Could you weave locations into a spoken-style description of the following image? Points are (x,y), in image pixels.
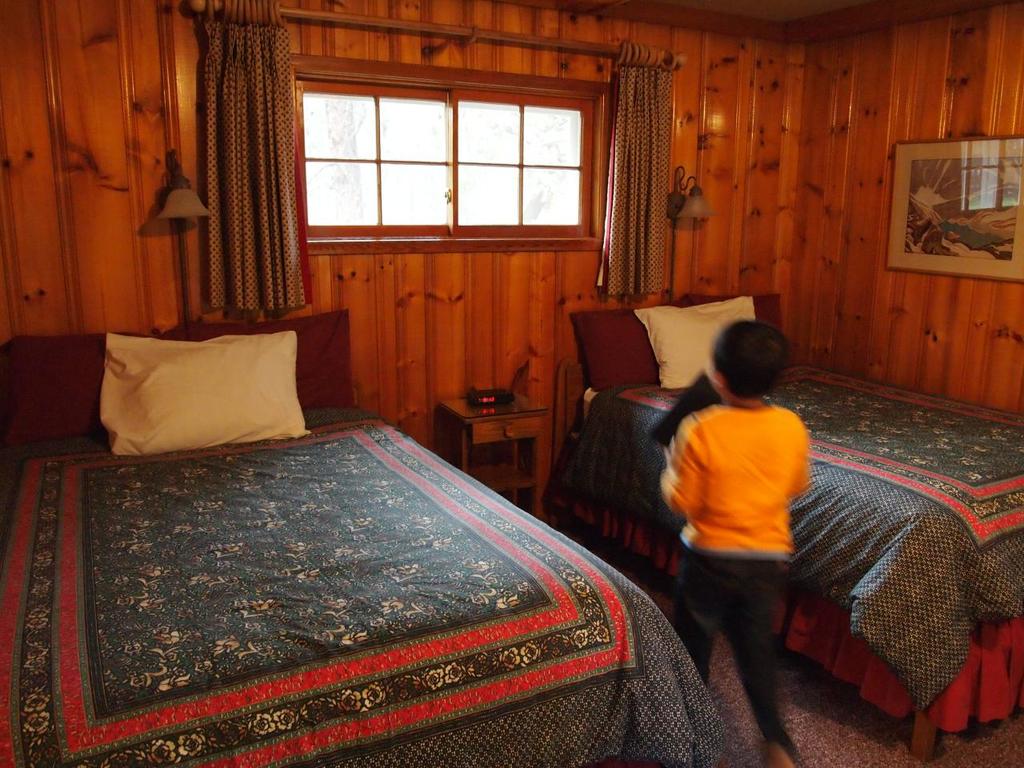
In this image, we can see beds (818,449) and pillows (154,354) and there is a kid (732,478) holding an object (675,413). In the background (452,89), there are curtains (259,145) and we can see windows (500,157), lights (171,159), an object (488,401) on the stand (492,426) and we can see a frame (952,204) on the wall (811,248).
